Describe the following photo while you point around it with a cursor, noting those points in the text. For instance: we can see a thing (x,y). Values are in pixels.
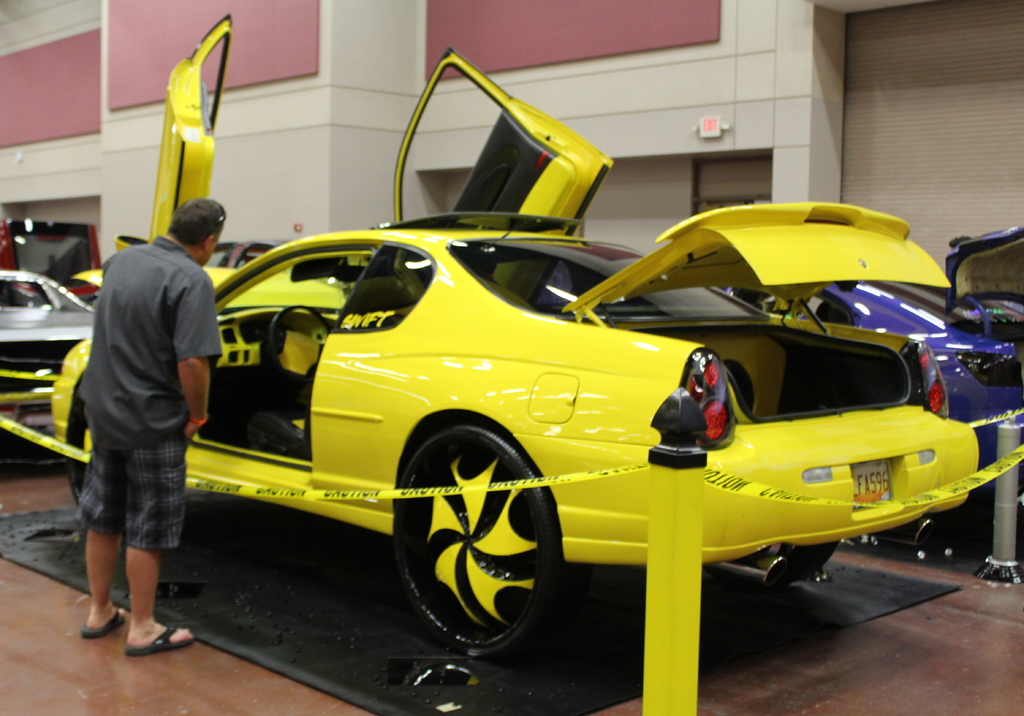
Bottom right side of the image (1010,488) there is a fencing (247,485). Behind the fencing (998,527) there are some vehicles (57,289). Bottom left side of the image (88,548) a man (216,344) is standing and watching. Top of the image (489,104) there is a wall (152,93).
